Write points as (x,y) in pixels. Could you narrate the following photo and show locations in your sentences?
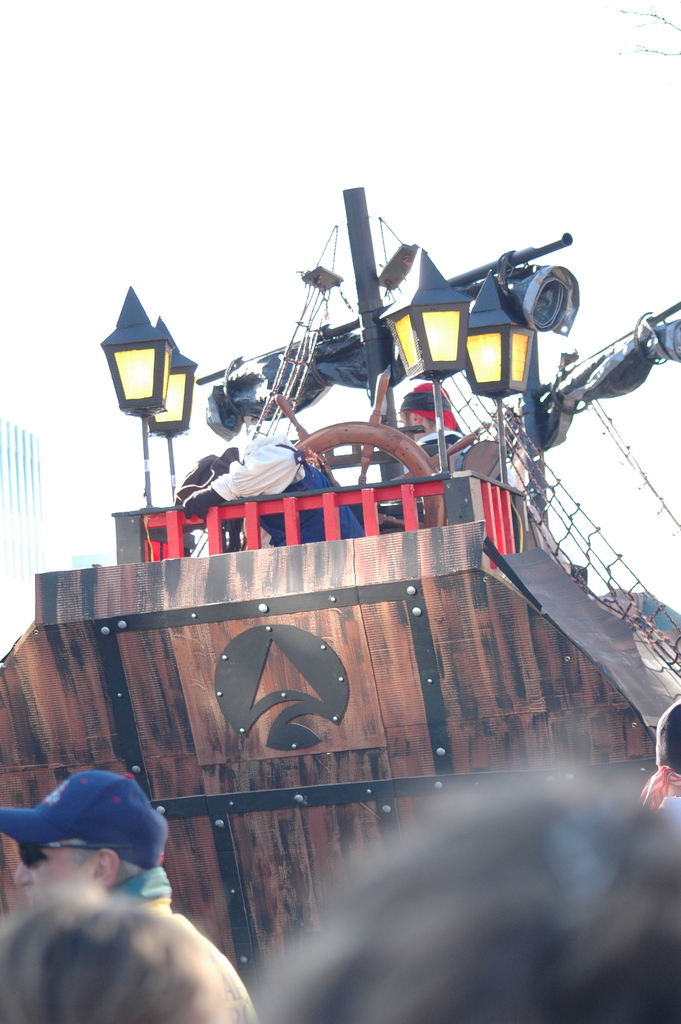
In this image we can see a few people (524,803), there is a ship (289,703), in the ship (288,670) we can see there are some lights (121,365), poles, persons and net (631,594).
